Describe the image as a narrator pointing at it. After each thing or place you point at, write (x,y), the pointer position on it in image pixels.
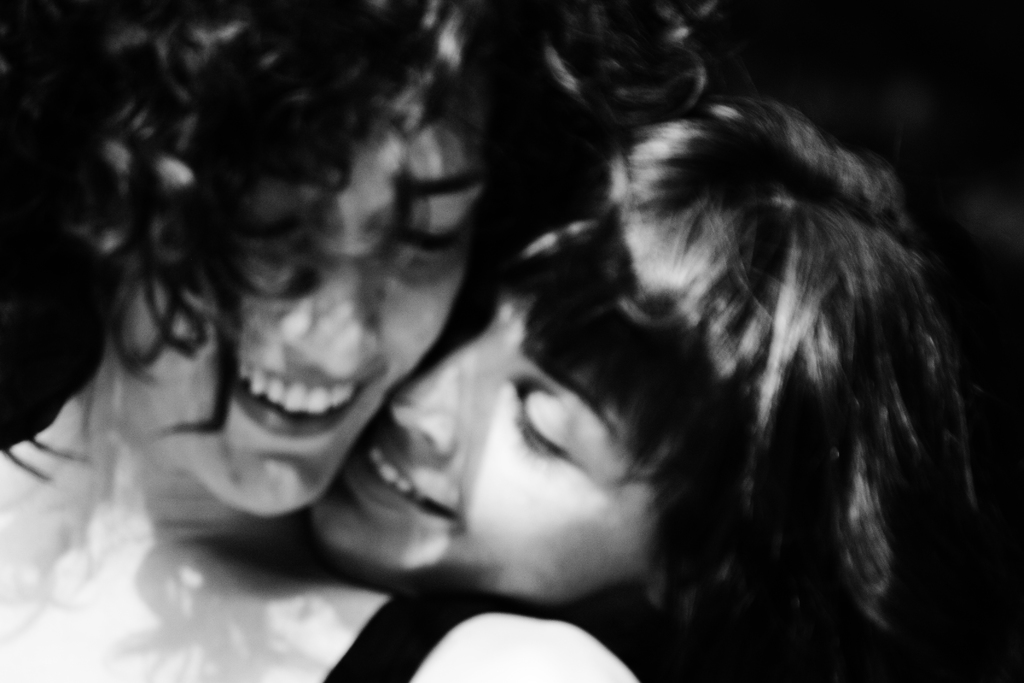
In this image we can see two people (554,367) and the background (1001,378) is dark.
